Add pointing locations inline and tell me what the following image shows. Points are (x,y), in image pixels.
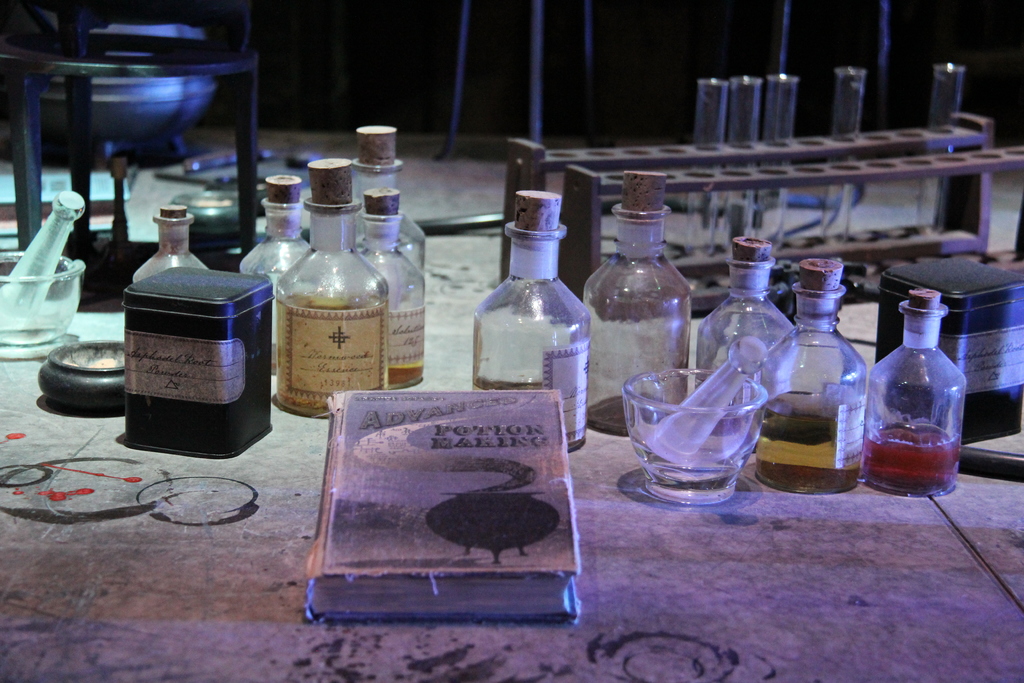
In this image there are glass bottles (517,322) with a lid (540,207) on it. There is a book (354,423) beside the bottles (597,337). At the background (751,118) there are test tubes (766,118) which are kept in the stand (638,162). To the left side (142,100) there is vessel (141,98).
